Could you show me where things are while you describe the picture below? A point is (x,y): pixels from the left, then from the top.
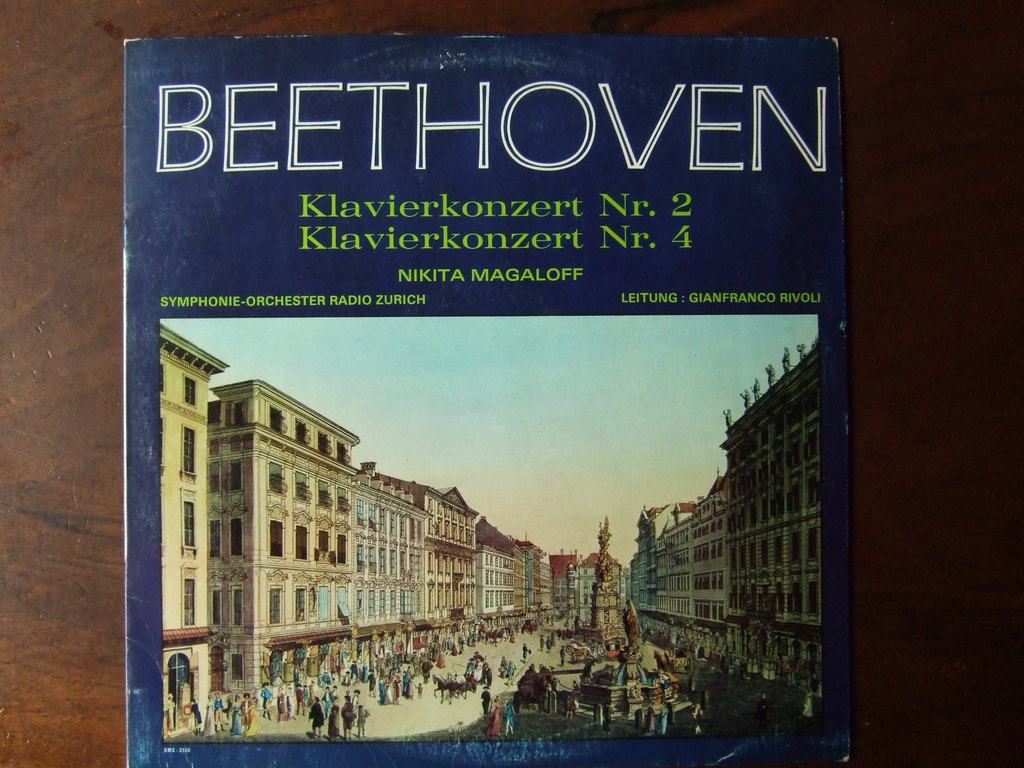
In this image there is an album cover (567,244) on a wooden surface (861,294). There are pictures (472,555) and text (574,170) on the album cover (571,193). In the picture there are many people (321,676) standing on the road (430,726). On the either sides of the picture there are buildings (489,555). At the top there is the sky (455,438). In the center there is a sculpture (600,617) on the road (370,704).
